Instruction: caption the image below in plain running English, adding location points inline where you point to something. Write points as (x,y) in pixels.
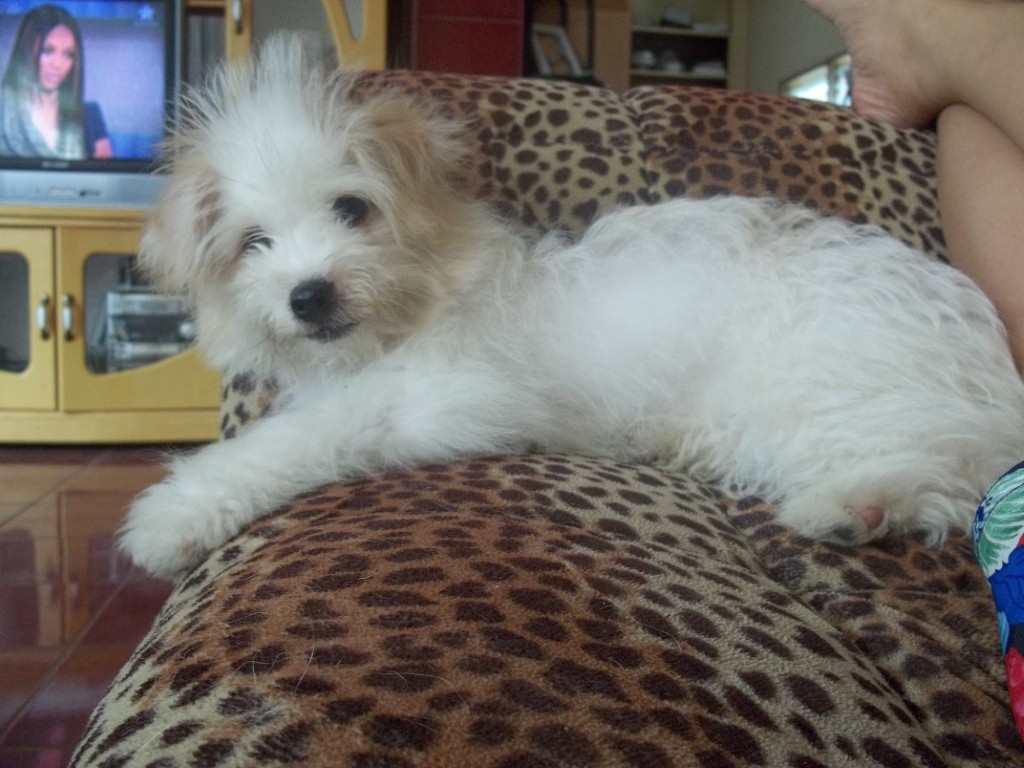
In this image in the center (427,276) there is one dog (531,306) on the couch (935,555), and on the right side (966,59) there is one person (1023,350) and in the background (157,110) there is a television (113,156), cupboard (114,411) and some objects (425,32). At the bottom (71,566) there is a floor (82,556), in the cupboard (94,338) there are some devices (126,314).
